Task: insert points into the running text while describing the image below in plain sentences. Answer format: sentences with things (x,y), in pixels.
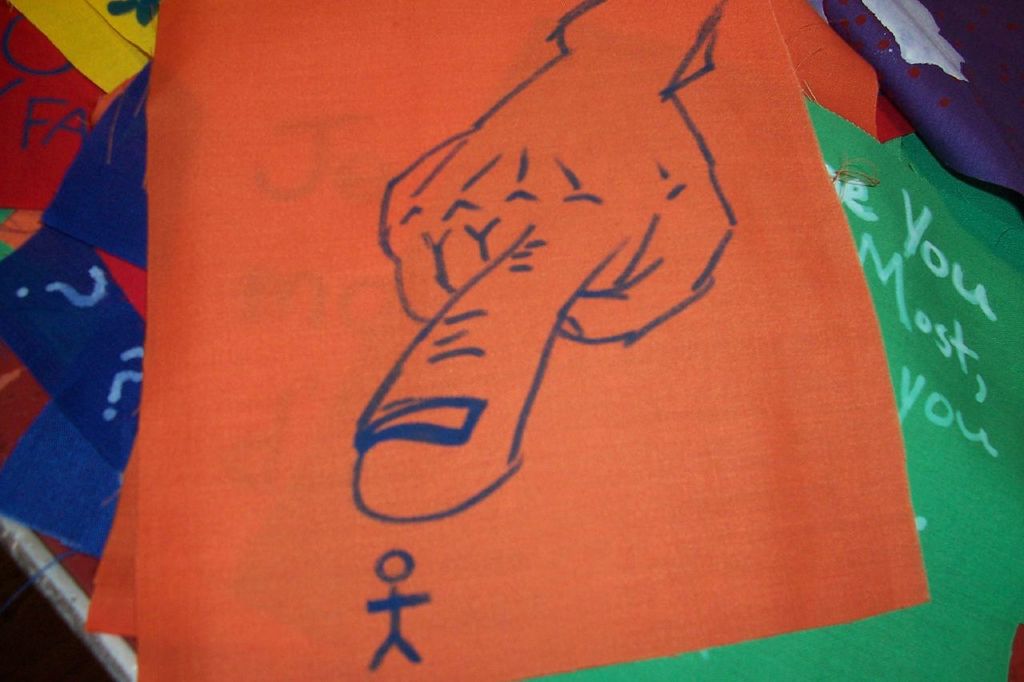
In this picture we can see clothes (104,202) of different colors and on these clothes (104,335) we can see designs (620,185) and text (294,307).
